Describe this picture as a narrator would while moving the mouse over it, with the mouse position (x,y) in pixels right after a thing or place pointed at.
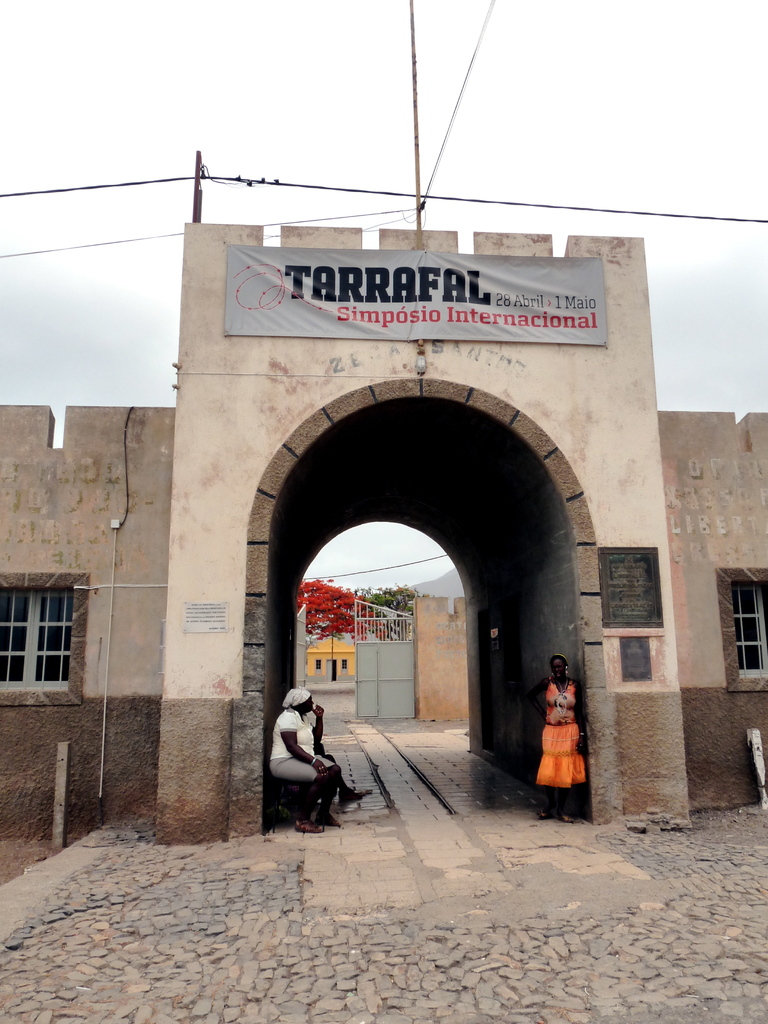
This person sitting and this person (550,755) standing. We can see wires (401,566), window (15,621) and banner (254,308) on a wall (180,462). In the background (354,587) we can see house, gate (372,650), trees (347,629) and sky (400,176).
